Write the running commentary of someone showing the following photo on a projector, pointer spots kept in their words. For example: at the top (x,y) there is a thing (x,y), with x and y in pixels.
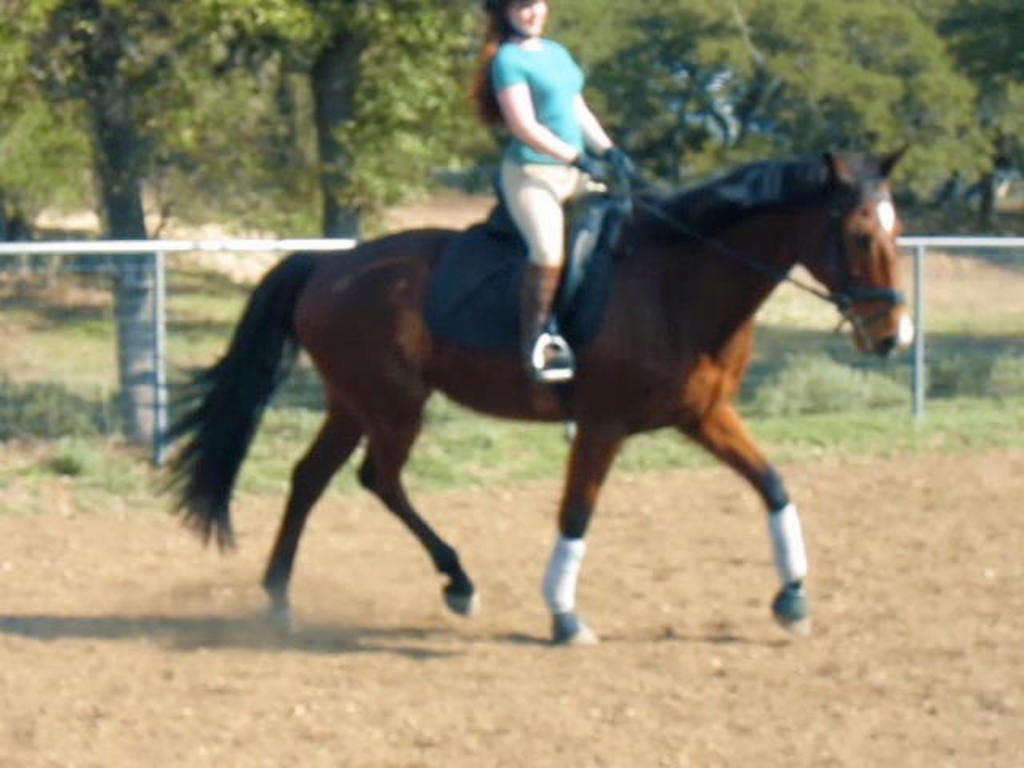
The woman (547,122) in blue T-shirt (547,122) is riding the horse (495,392). This horse (478,370) is in brown color. Behind her, we see a fence (158,336). There are trees (310,83) in the background (310,83). At the bottom of the picture (475,565), we see the sand (666,578) and the grass (816,425).
